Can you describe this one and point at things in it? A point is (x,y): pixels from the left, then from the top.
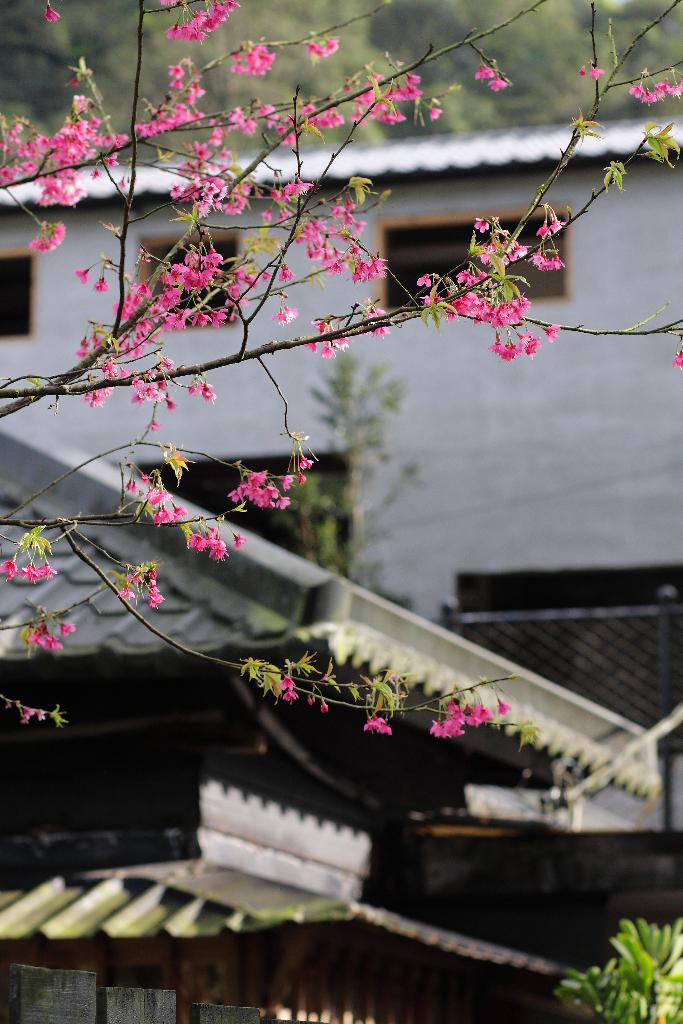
On the left side (183,195) there are branches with leaves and flowers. On the ground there are buildings (375,587) with roofs (499,694) and windows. And it is blurred in the background (162,59).
